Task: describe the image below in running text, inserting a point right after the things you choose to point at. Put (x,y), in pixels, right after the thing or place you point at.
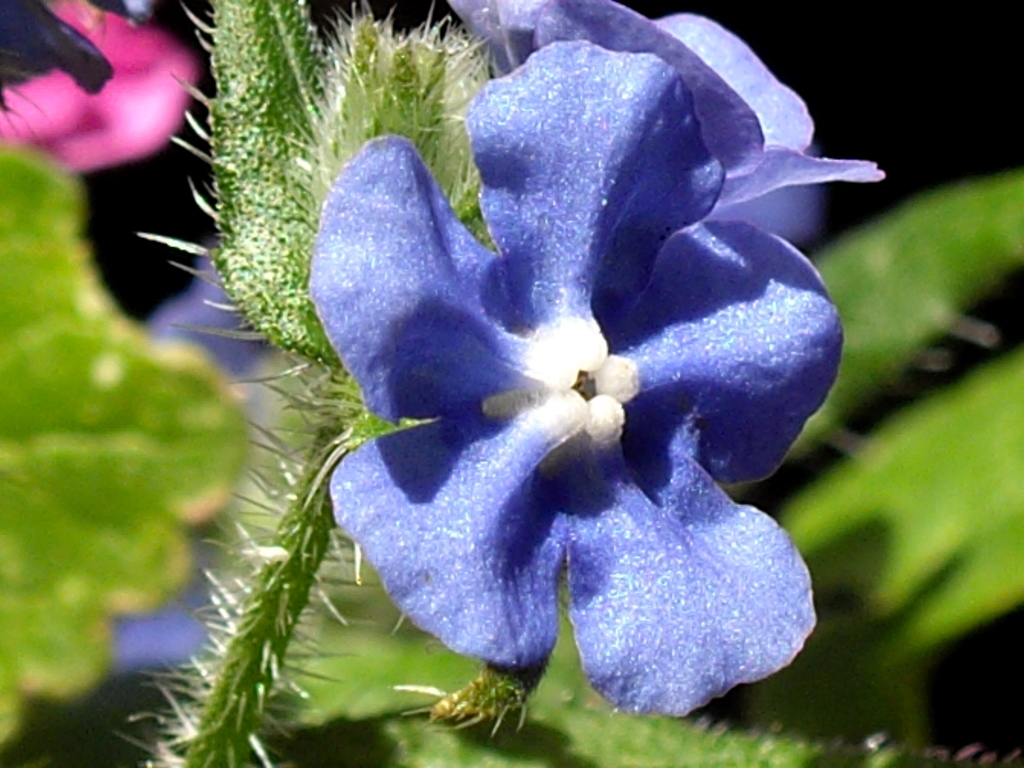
In this image we can see a plant (340,340) with violet color flower (572,265).
